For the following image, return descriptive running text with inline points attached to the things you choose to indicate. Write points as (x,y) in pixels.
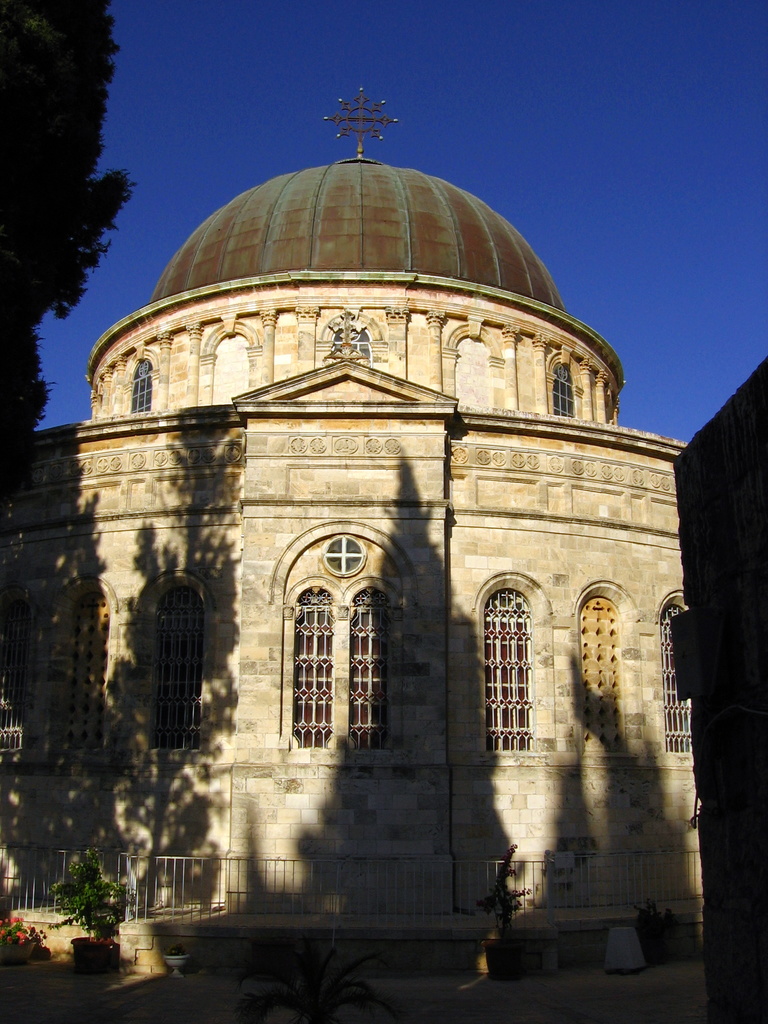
In this image I can see a building (349,764) which is in cream color, background (204,6) I can see few trees (47,277) and the sky (392,124) is in blue color.
